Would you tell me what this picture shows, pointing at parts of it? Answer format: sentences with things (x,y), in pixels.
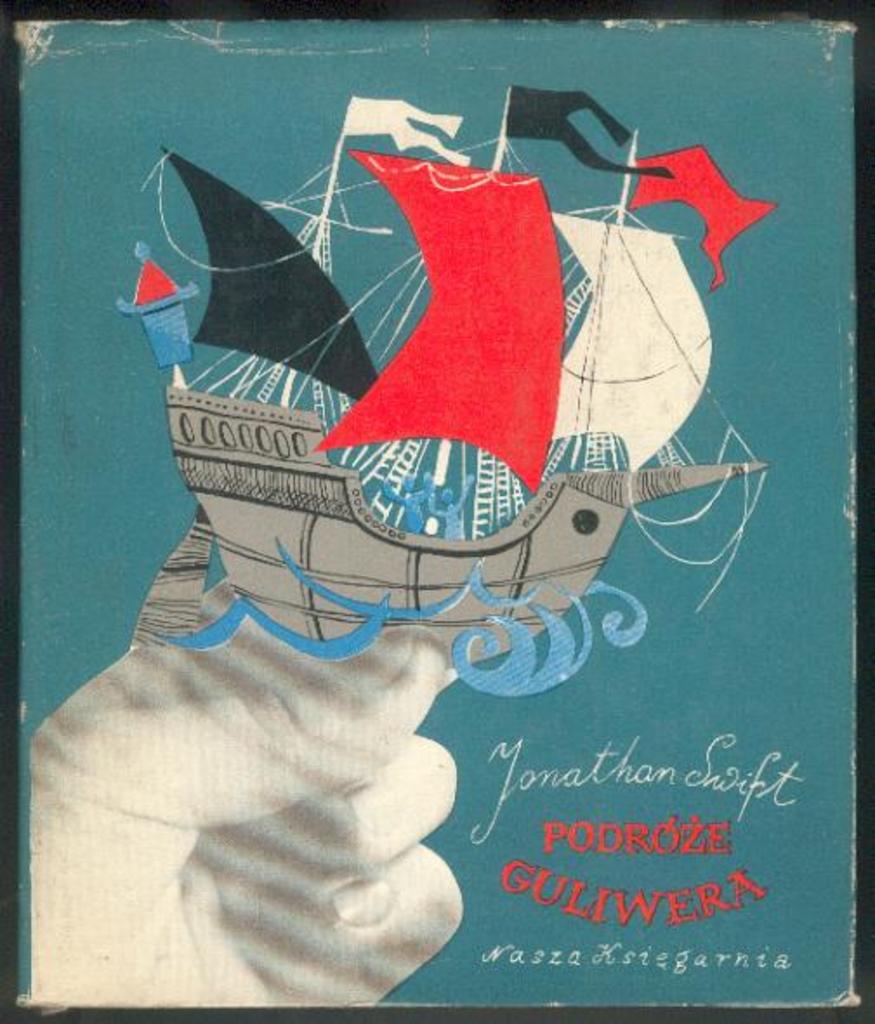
In this image we can see painting (420,312) of hand (318,736), ship (552,214) and some written text (571,832) on it.
